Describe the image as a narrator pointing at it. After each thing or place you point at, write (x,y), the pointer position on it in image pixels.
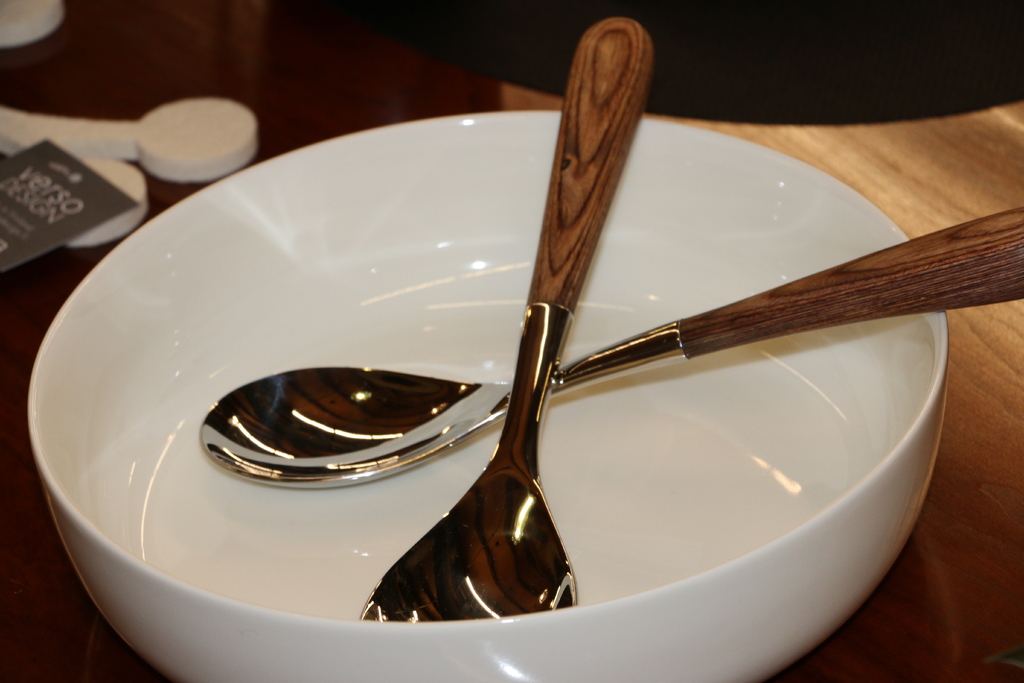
In the foreground of this image (31,430), on a wooden surface (37,292), there is a white bowl (498,206) on which two spoons (559,320) are present. In the background (143,188), there are three white objects (114,145) and a cardboard (68,224) is present on it.
